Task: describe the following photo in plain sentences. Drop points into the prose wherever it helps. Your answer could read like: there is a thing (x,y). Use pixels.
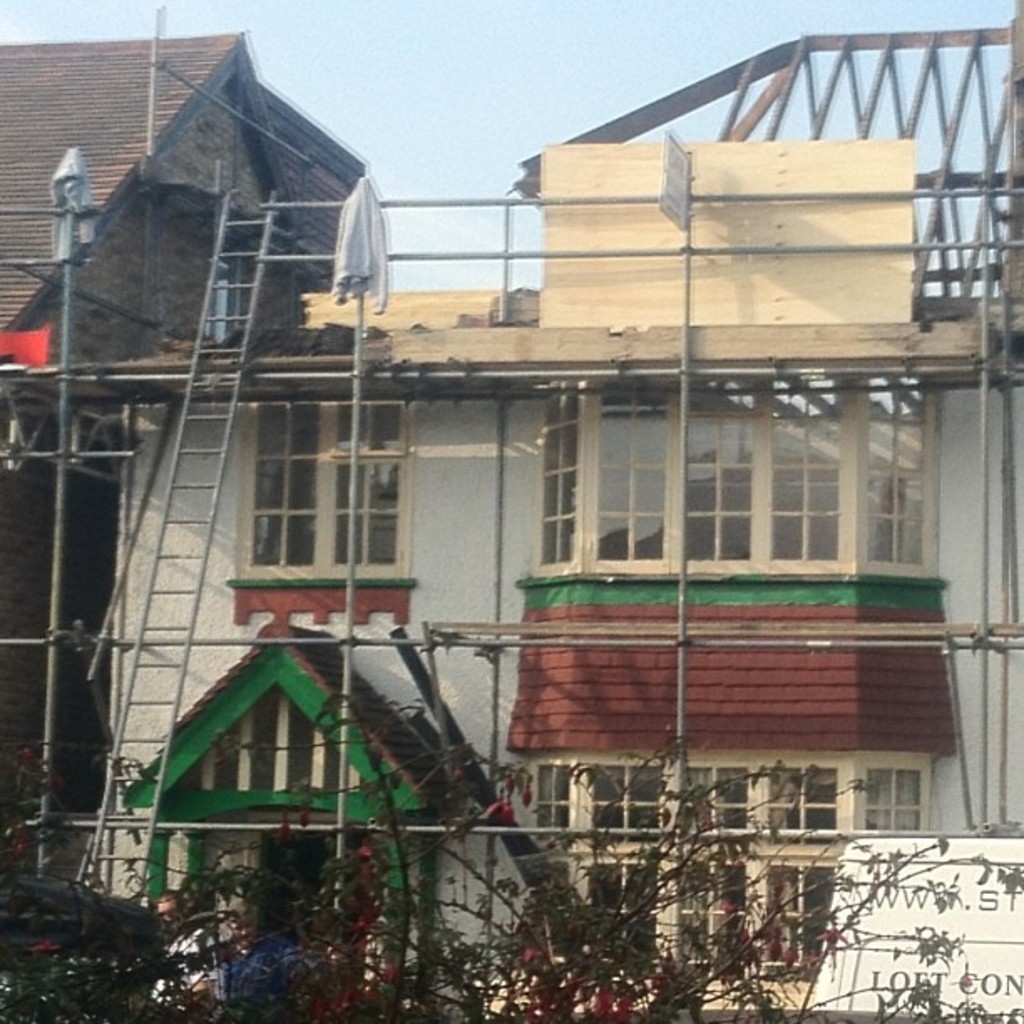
In the image in the center (527,516) we can see one building (950,304), windows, poles (1000,833), trees (932,886), jackets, banner (1003,914), sign board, ladder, fence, roof (277,245) and wall (414,595). In the background (483,113) we can see the sky (455,97).
